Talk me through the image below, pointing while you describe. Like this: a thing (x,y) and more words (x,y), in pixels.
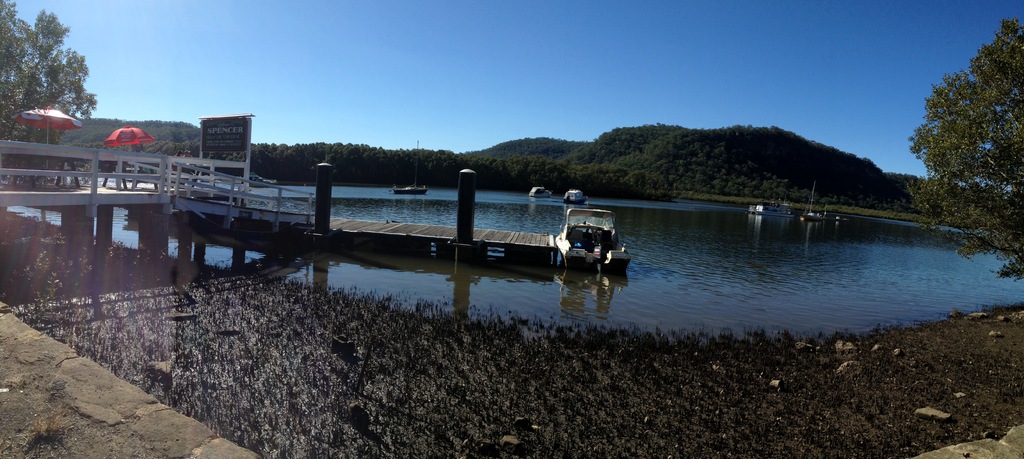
In this image on the left (60,180) there is a bridge (194,187). On the water body (650,295) there are many boats (608,226). In the foreground (470,329) there are plants (717,390), stones (772,382). In the background (46,98) there are trees (380,152), hills (699,176). Here there are umbrellas (135,142), boat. The sky (282,140) is clear.
